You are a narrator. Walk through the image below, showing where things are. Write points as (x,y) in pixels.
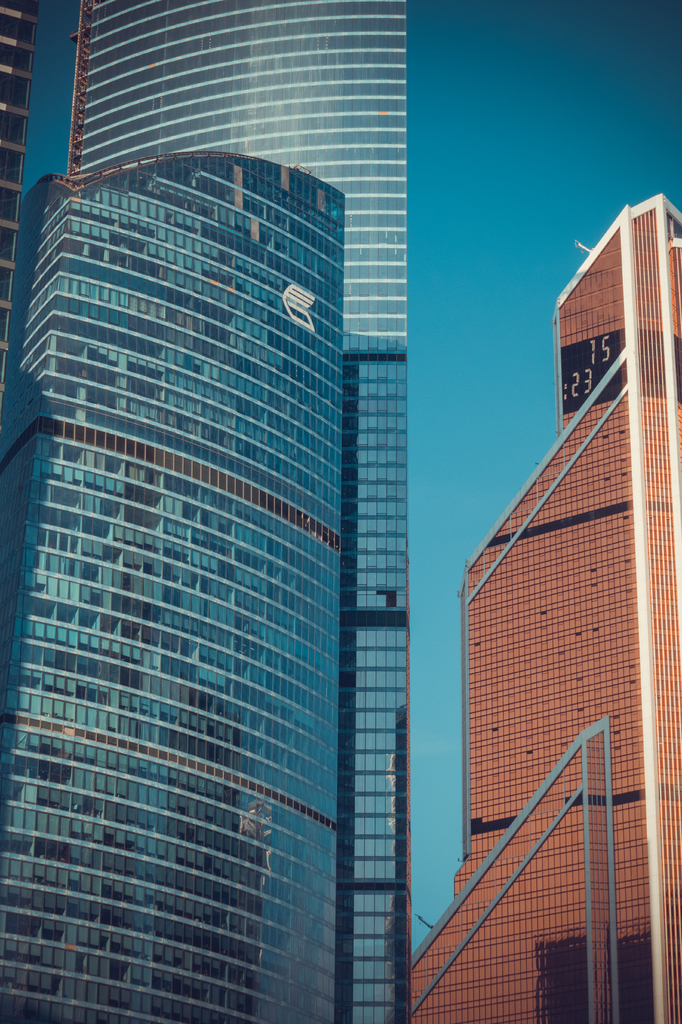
On the left side (148,537) there are buildings (186,454) with glasses (188,275). On the right side (607,641) there is a building (577,454) with screen (569,400). In the back (487,360) there is sky (483,509).
